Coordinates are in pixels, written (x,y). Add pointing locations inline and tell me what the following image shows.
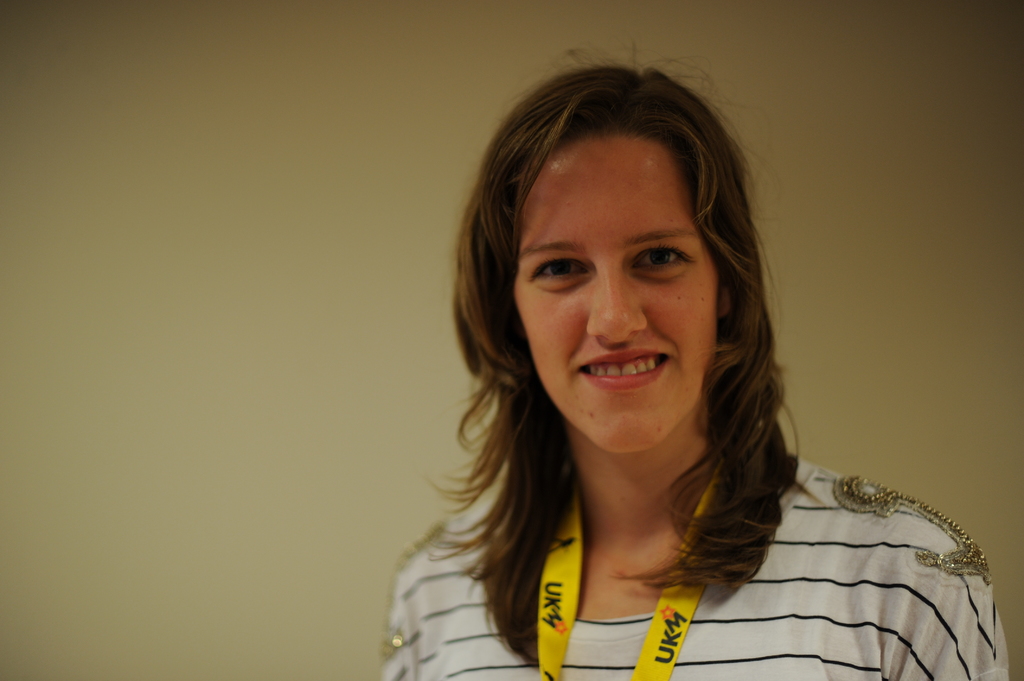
In this image there is a woman (549,514) with a tag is smiling, and in the background (877,33) there is a wall (247,268).
